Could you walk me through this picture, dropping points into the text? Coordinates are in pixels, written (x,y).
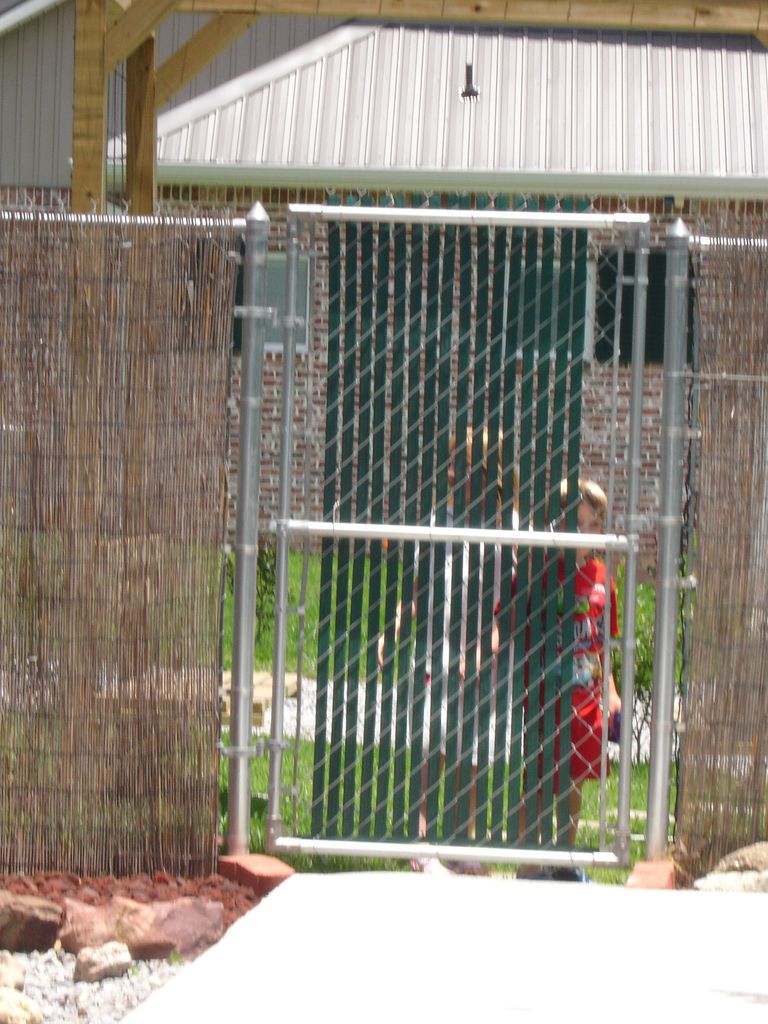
This looks like a gate (610,528), which is closed. I can see two kids (499,494) standing. These are the rocks (180,912). This looks like a house (338,105) with the roof (630,128). I think these are the wooden pillars (79,46).
